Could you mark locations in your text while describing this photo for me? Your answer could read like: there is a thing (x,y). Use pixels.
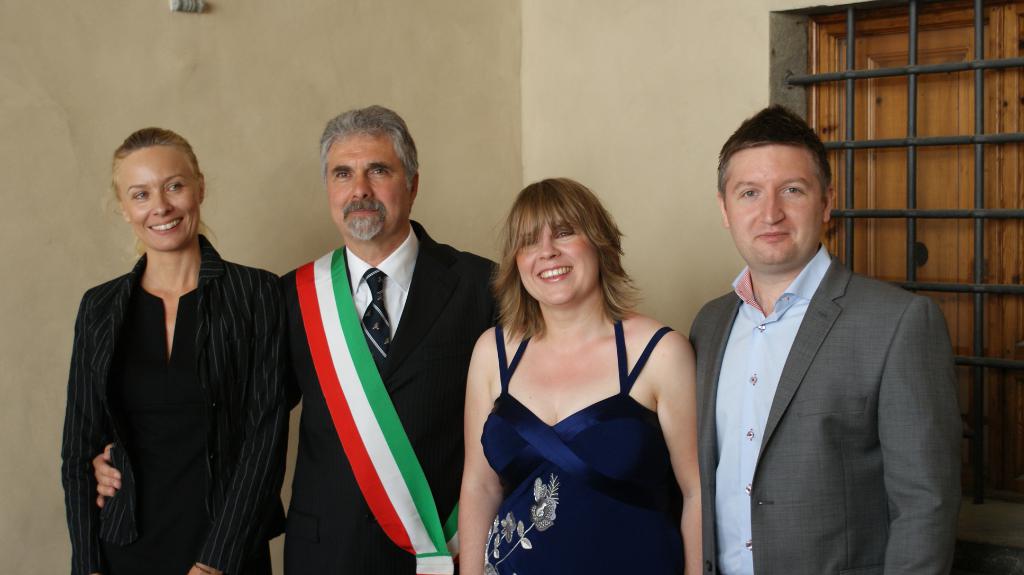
In this image I can see a group of people (547,409). On the right side (941,245), I can see a window (931,218). In the background (470,132), I can see the wall (318,80).
